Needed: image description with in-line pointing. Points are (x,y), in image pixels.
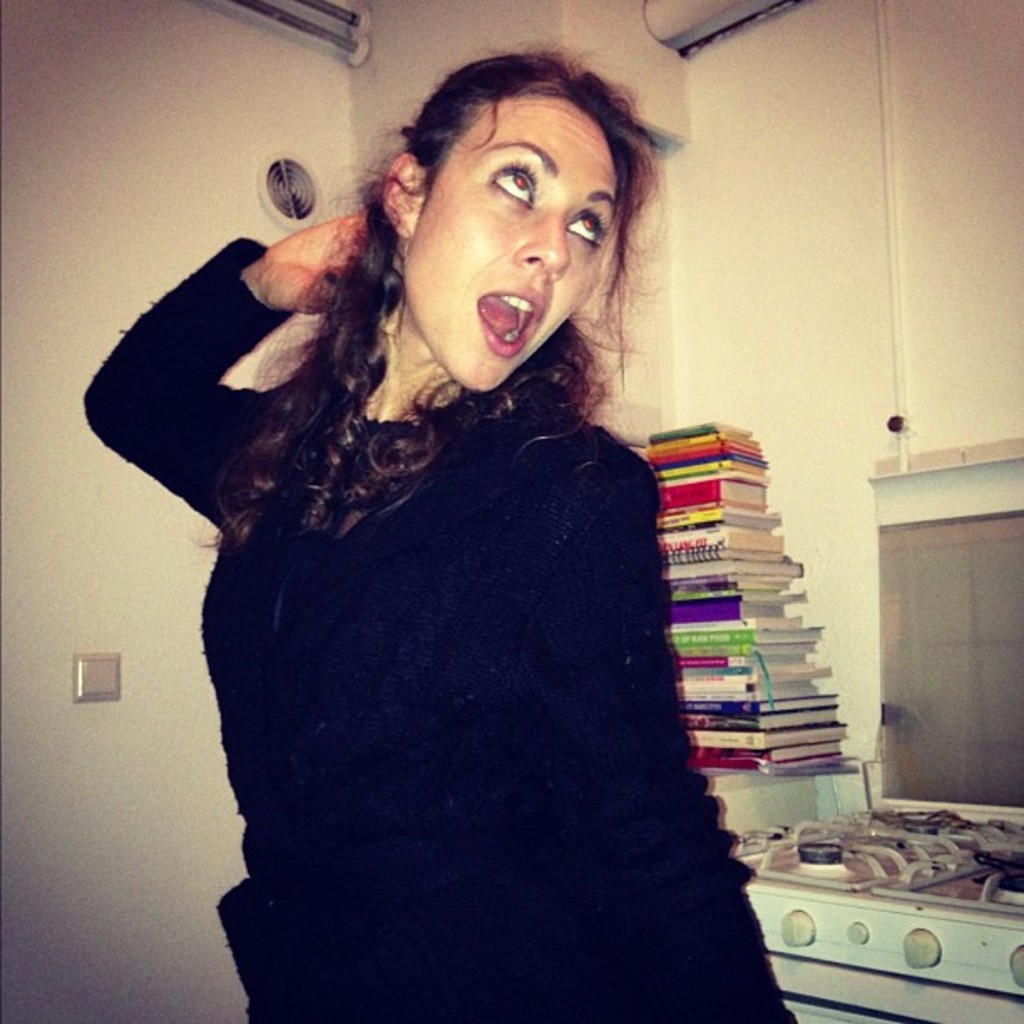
In this image we can see a woman (393,761) wearing black dress (475,871) is here. In the background (958,973), we can see books (749,561), stove (996,973) and switch board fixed to the wall (917,203).
